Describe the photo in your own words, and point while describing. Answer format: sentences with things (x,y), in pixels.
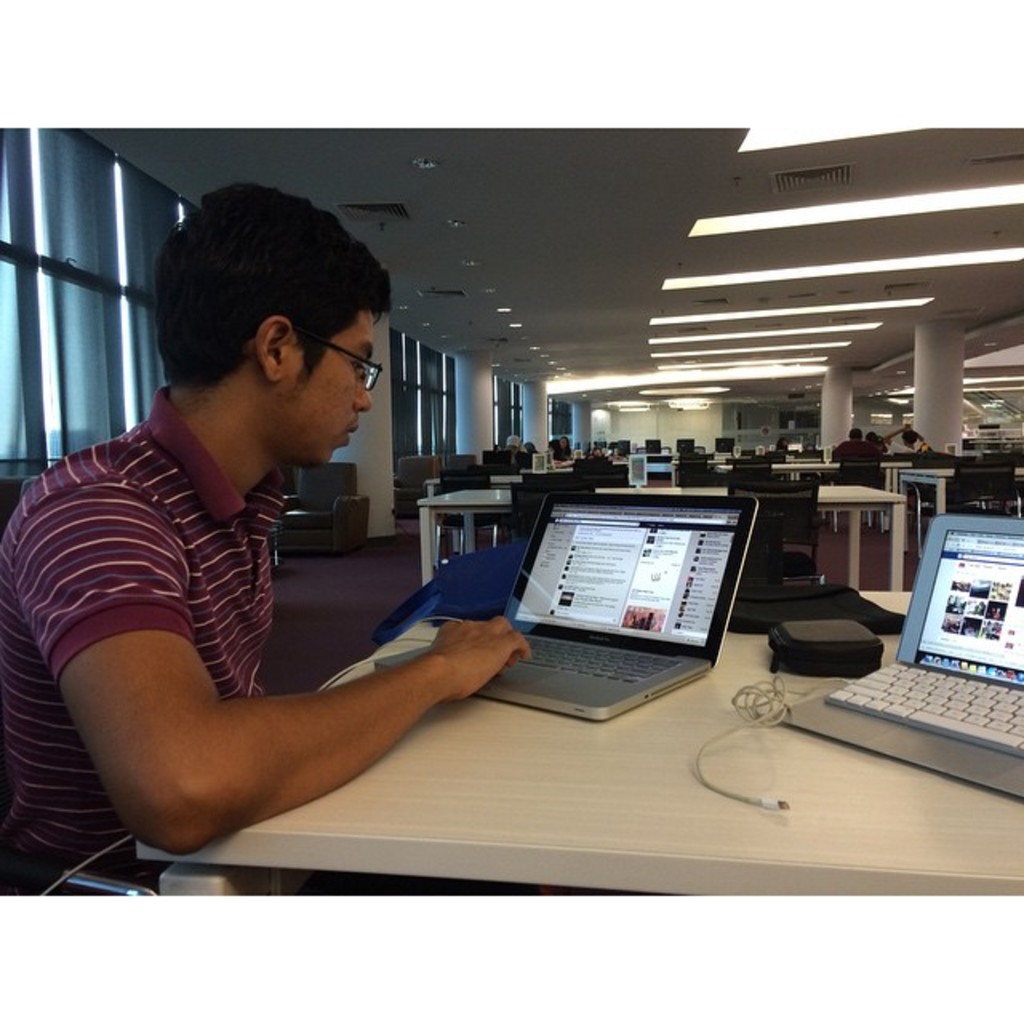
In this image there are persons (244,657) sitting on the chairs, there are tables (710,491), there are laptops (598,616) on the table (438,809), there is a wire (740,717), there are objects (842,636) on the table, there are pillars (953,373), there are windows (496,405) towards the left of the image (79,317), there are blinds (138,332), there is roof (545,240) towards the top of the image (529,222), there are lights (737,230).
